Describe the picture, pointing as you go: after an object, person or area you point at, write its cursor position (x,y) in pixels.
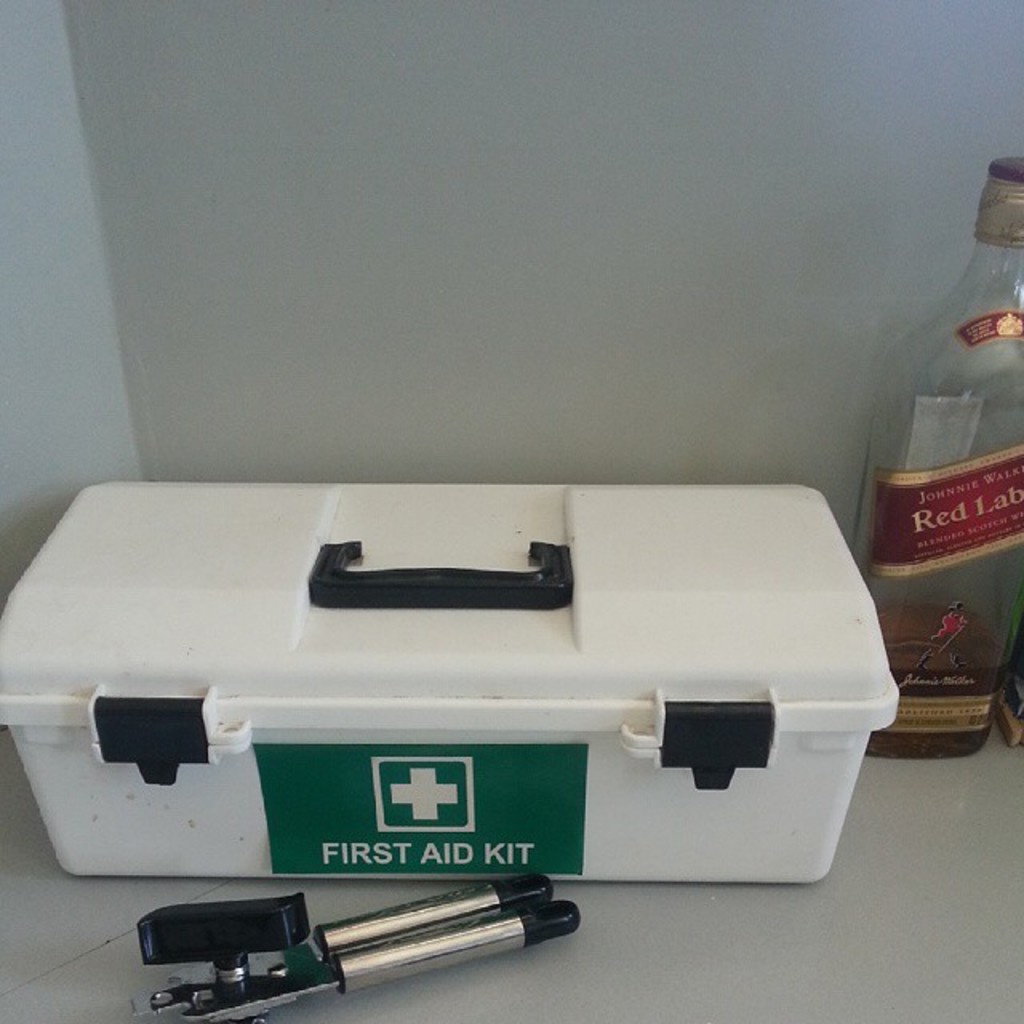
In this image there is a white color box (462,596) and at the right (932,345) there is a bottle (944,517), in the front (259,972) there is a tool (302,902).
